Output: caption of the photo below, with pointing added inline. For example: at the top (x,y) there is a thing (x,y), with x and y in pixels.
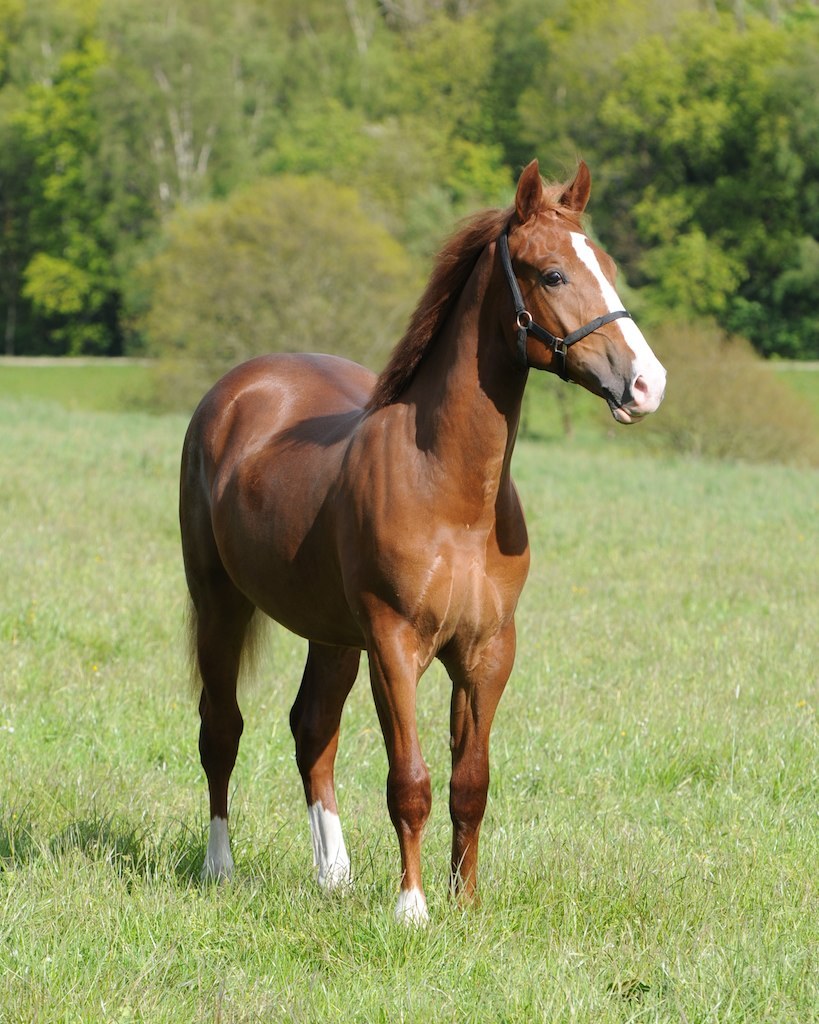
This image consists of a horse (394,475) in brown color. At the bottom (377,928), there is green grass (279,936). In the background (415,150), there are trees (199,208) and plants (283,230).
